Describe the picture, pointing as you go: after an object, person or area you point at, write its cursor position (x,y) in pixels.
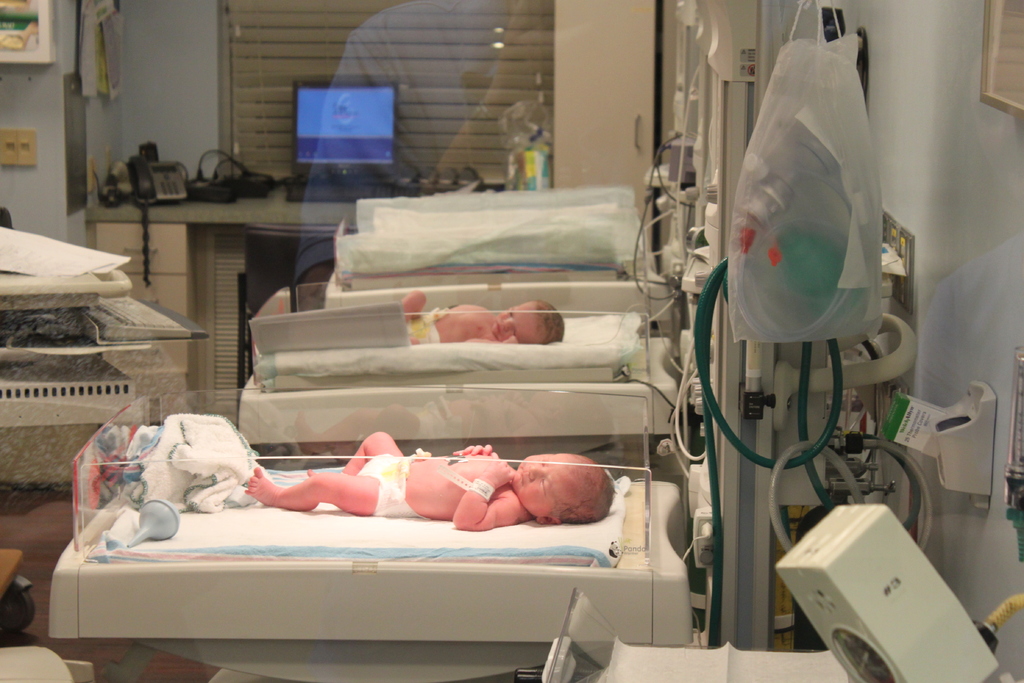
In this image, there are babies (453,316) lying on the beds (465,379). On the right side of the image (938,493), I can see some equipments (769,336), objects (903,414) and a wall (988,307). In the background (240,196), there is a telephone (166,192), monitor (324,169) and few other objects (541,165) on a table (156,258). Behind the monitor (302,96), I can see window blinds (251,129). On the left (45,470) image, there is an object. I can see the reflection (472,100) of a person (449,124) on a transparent glass (452,143).
